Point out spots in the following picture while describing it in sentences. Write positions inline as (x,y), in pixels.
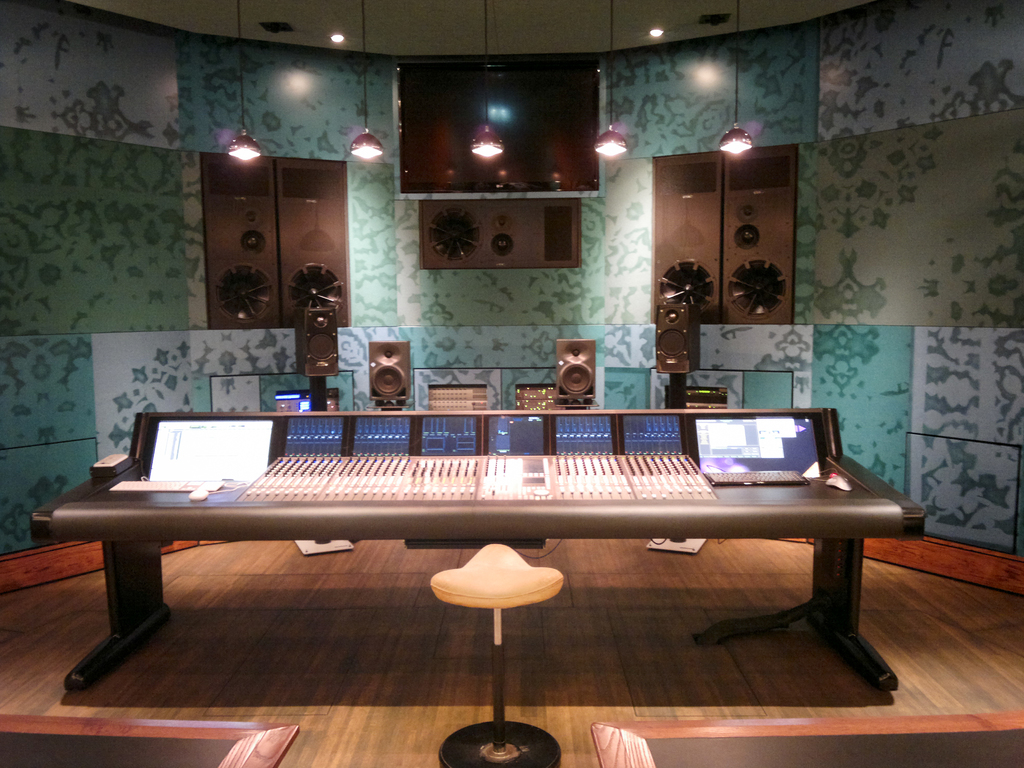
In this picture we can see a music system (530,451) and a chair (498,572) on the floor (473,621). Behind the music system (482,493), there are speakers (283,292) and on the wall (435,317) there are some objects (764,235). At the top (727,150) there are ceiling lights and some lights (740,148) are hanged to the ceiling (618,30).
